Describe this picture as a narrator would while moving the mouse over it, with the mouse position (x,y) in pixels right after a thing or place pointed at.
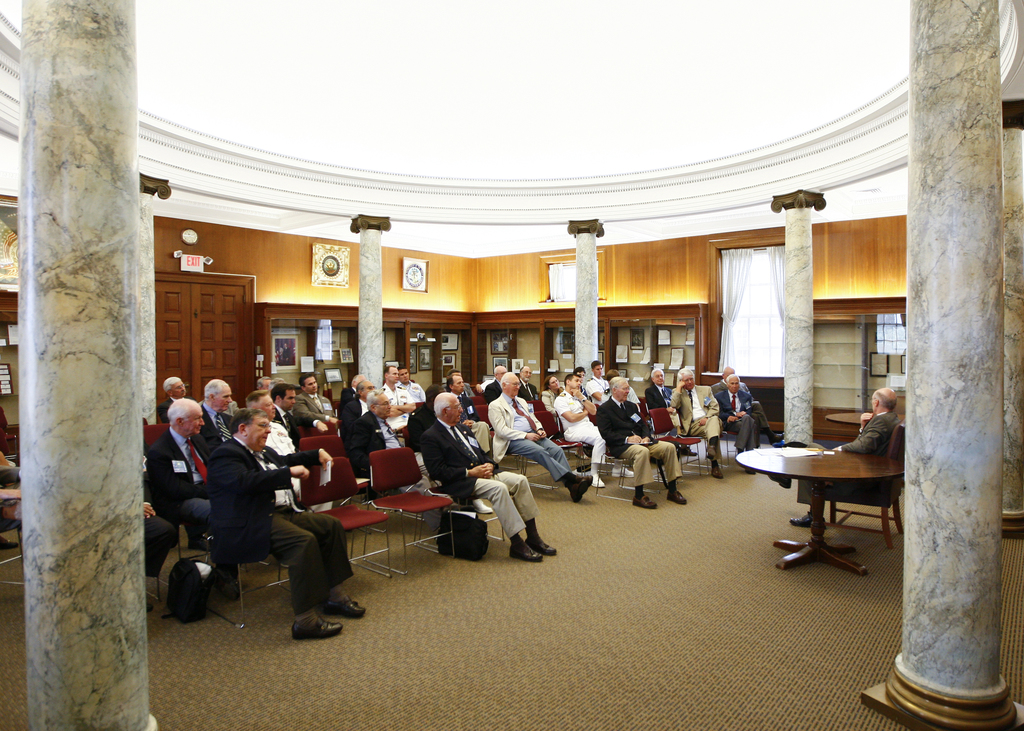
Group of people (354,393) are sitting on chair (657,421). On this table (853,465) there is a paper (792,457). Window (772,323) with curtains (743,294). In this shelf (478,346) there are different type of photos (627,358). This is door (227,334). These are pillars (379,357). Beside this person (220,532) there is a bag (186,617) on floor (215,686).
